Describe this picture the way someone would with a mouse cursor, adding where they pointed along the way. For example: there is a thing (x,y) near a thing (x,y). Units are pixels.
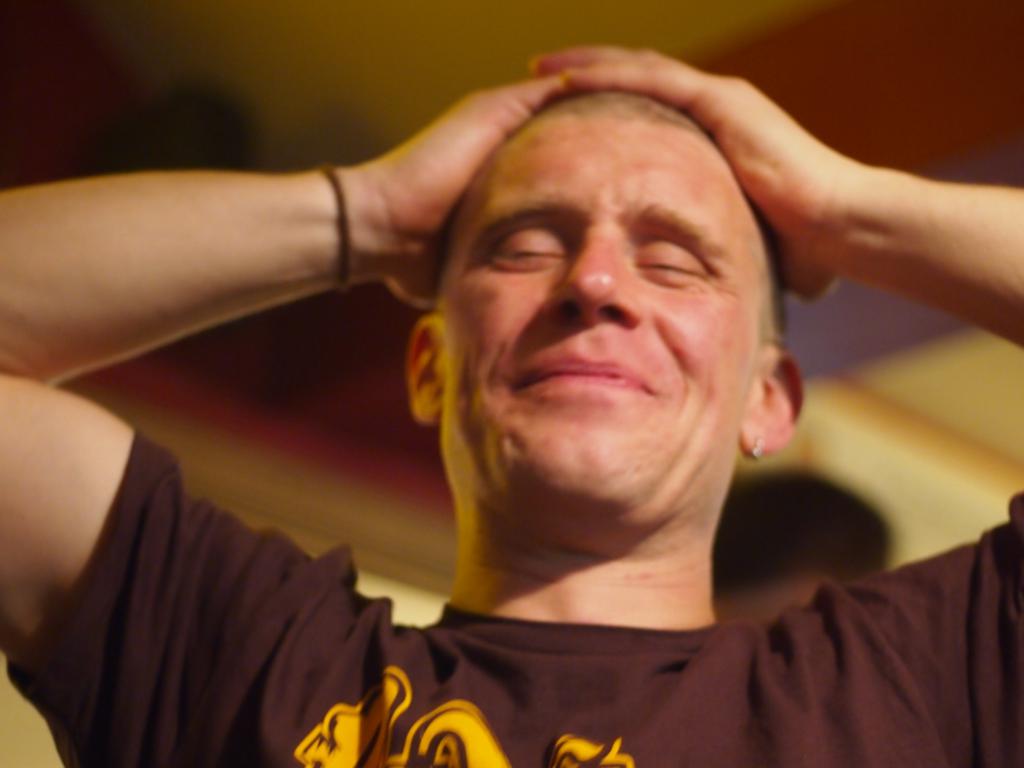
In this picture there is a man (501,572) wore t shirt (520,668). In the background of the image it is blurry and we can see a person (765,582).
